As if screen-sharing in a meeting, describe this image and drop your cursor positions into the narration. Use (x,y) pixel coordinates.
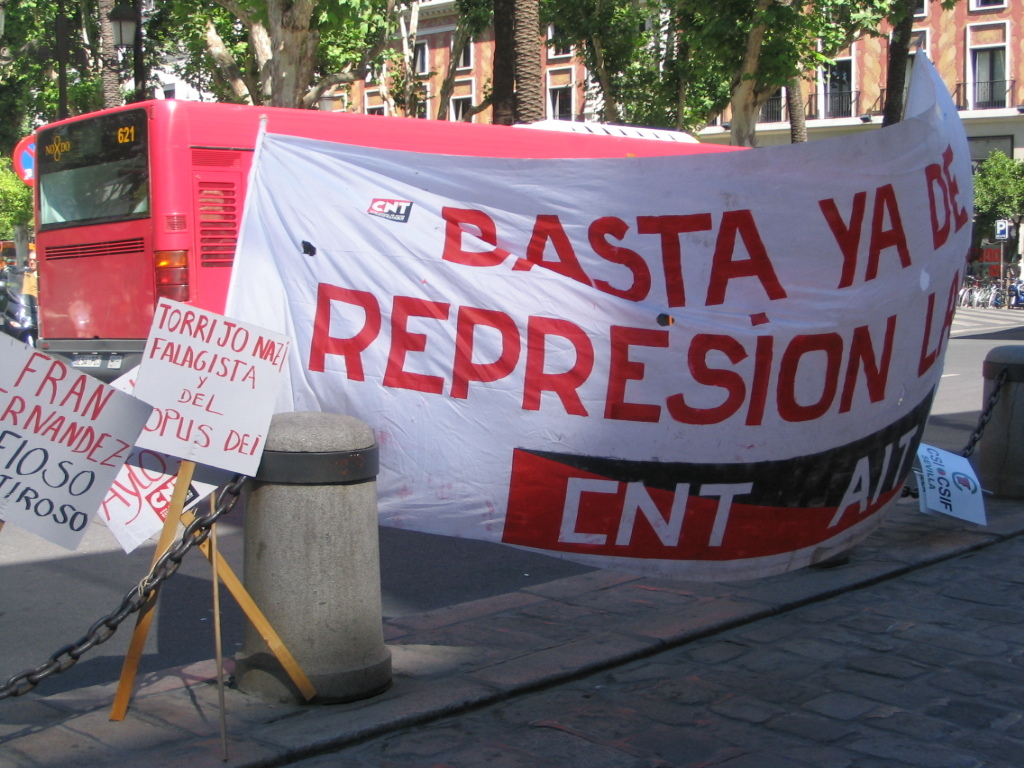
In this image we can see banner (549,369), hoarding boards (15,470), chains (220,516) tied to the concrete items (253,551), vehicle (111,249), bike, bicycles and board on a pole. In the background (37,9) we can see trees (37,9), plants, a person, building (371,86), windows (563,48), railings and other objects (992,274).
